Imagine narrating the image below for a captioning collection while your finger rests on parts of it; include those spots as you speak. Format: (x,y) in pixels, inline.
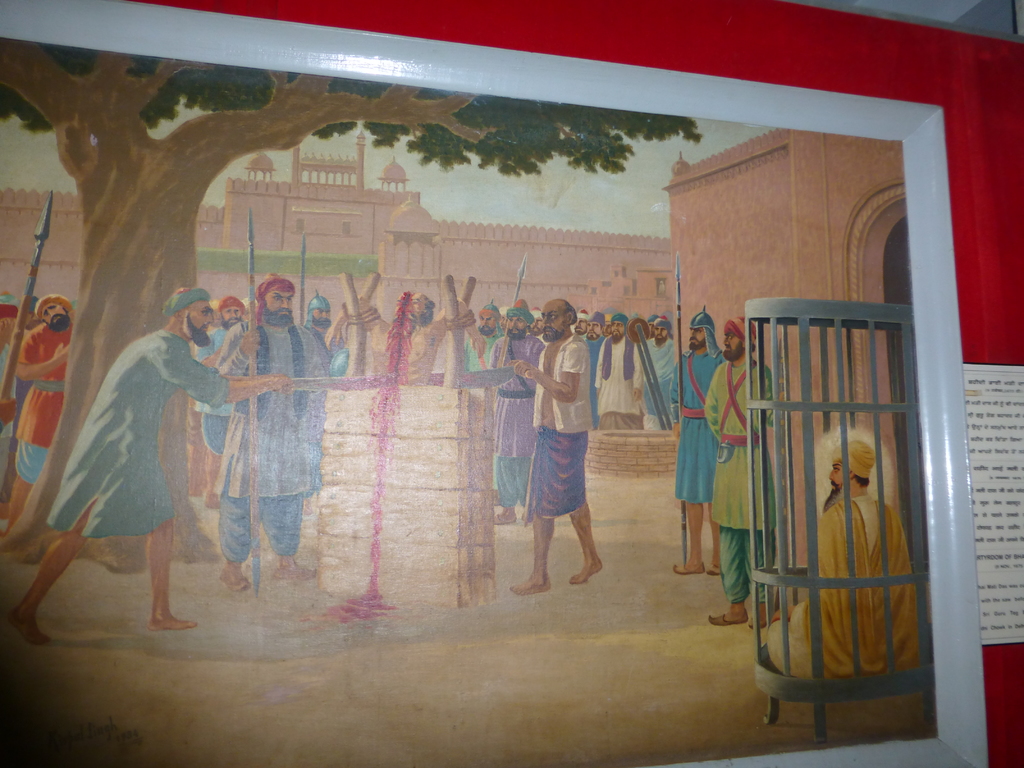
In this image I can see a wall painting (344,342) on a wall (941,98) and there is a board (1012,640) on this wall (1009,341) with some text (997,456).
